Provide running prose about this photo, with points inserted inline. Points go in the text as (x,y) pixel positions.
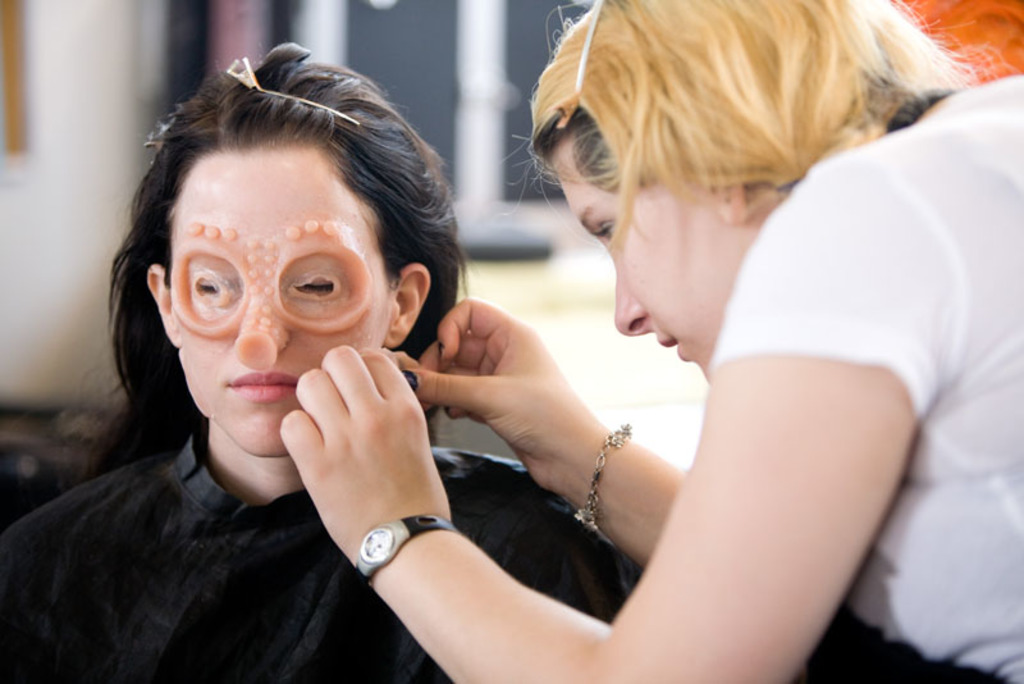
On the right side of the image (885,410) we can see a lady (885,410) removing a face mask (359,303) of a person (243,512). In the background (560,354) there is a wall (66,99).
